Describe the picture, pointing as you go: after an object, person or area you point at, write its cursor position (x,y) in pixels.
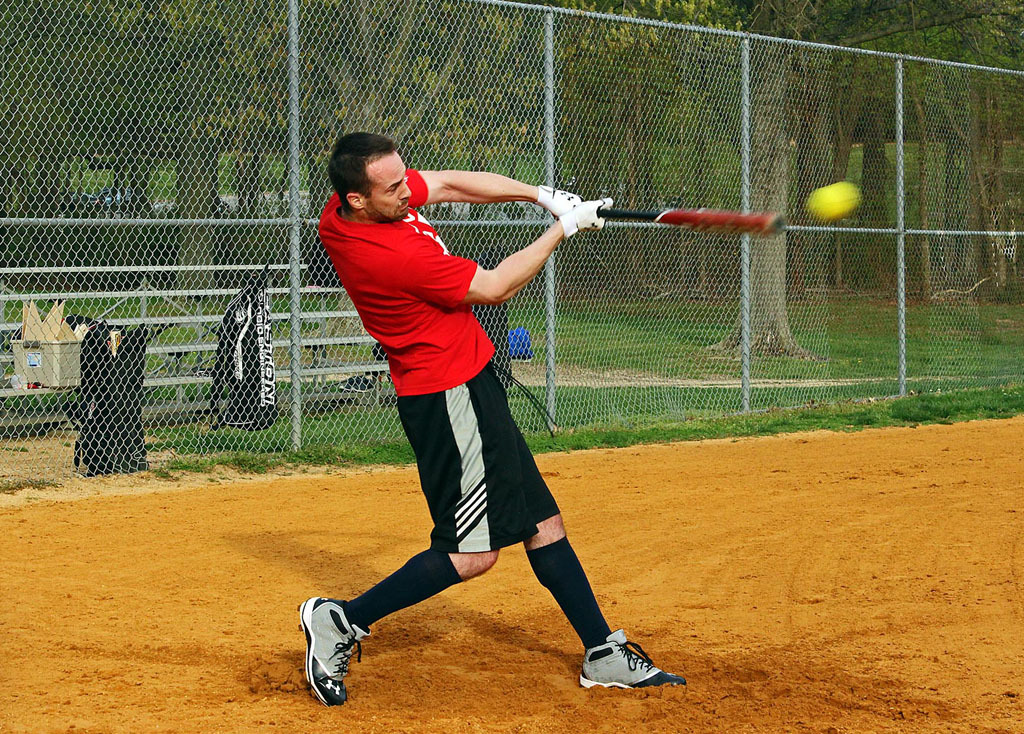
In this image there is a man (427,456) playing softball in the ground (577,697), behind him there is a fence (1000,302) and beyond that there are some bags (83,410) and trees (30,3) at the back (110,431).
